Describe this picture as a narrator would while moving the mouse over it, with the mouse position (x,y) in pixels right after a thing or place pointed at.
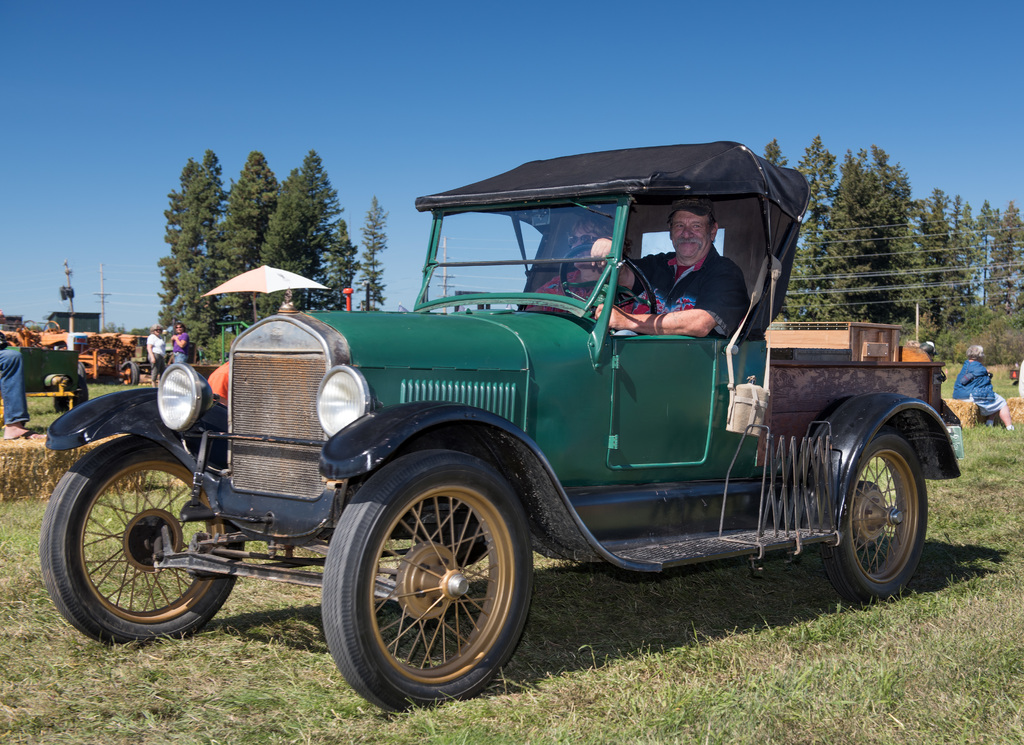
On the background (433,97) we can see a clear blue sky (297,96), trees (317,228) and few persons (156,355) walking and sitting. We can see an old truck (790,355) here and a man (739,313) inside it. This is a grass (668,715). We can see a pole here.
